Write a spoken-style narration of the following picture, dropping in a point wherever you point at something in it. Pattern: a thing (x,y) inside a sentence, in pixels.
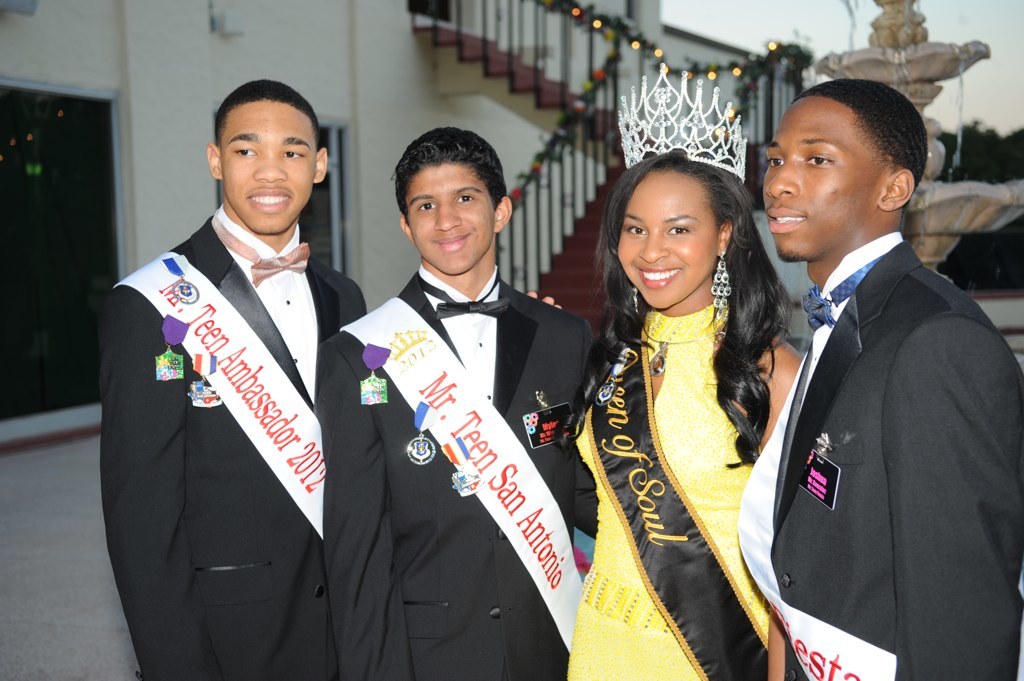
This picture is clicked outside. In the foreground (490,368) we can see the three persons (440,613) wearing suits (896,335) and standing on the ground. On the right (699,281) there is a woman (671,294) wearing yellow color dress (692,421), crown (682,146), smiling and standing on the ground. In the background (344,40) we can see the wall (272,27), staircase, decoration lights (610,37) and some other objects (40,229).
